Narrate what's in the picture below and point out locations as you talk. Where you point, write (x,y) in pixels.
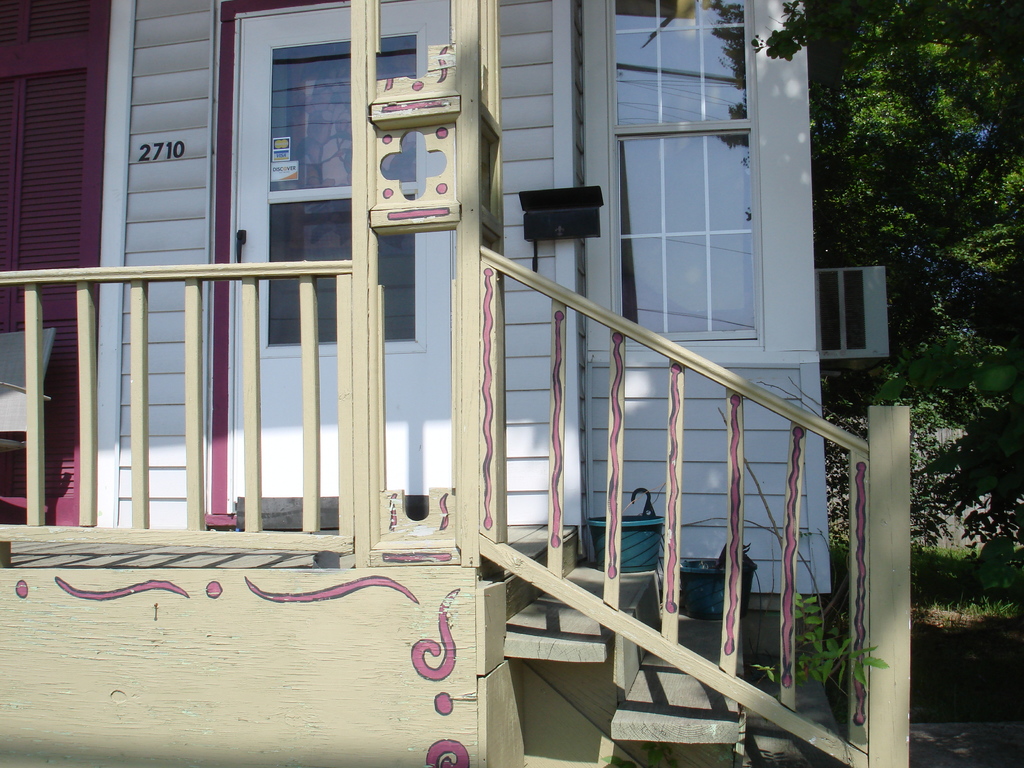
In the image in the center (457,484) we can see one house (596,22), door (280,43), fence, chair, glass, staircase (652,736), wall (178,499), plant (654,749) and few other objects (753,589). In the background (858,126) we can see trees (937,201) and grass (932,602).
